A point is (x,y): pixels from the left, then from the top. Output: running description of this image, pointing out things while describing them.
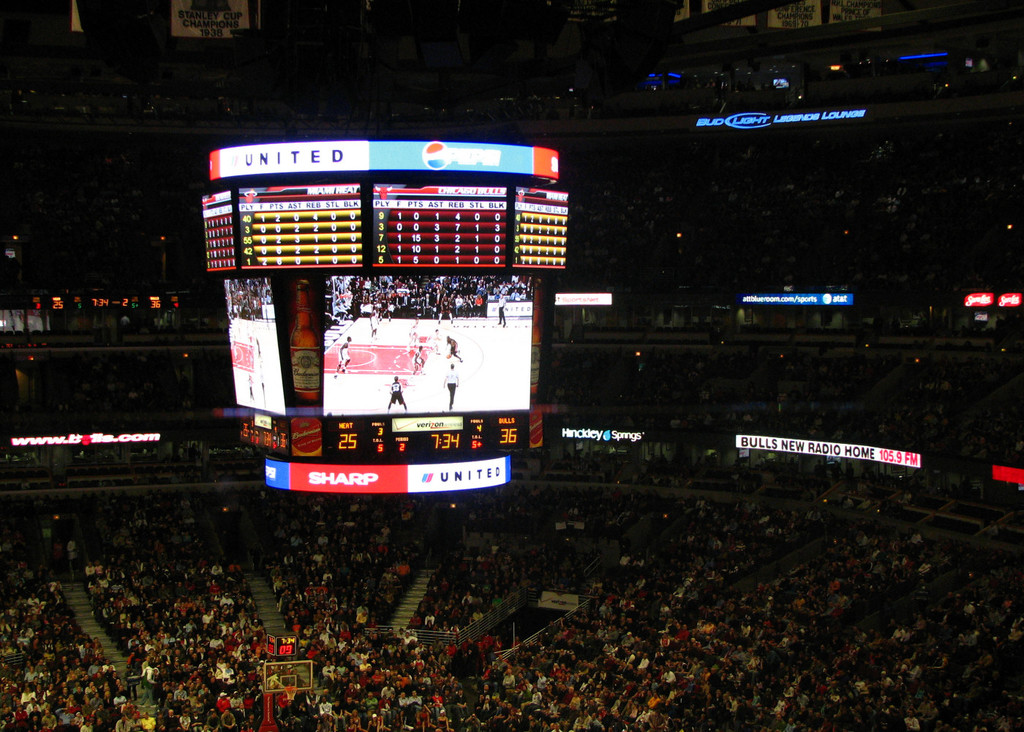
In this image inside a stadium (152,532) there are many people (631,520). In the middle (427,332) on the screen (383,321) we can see players (415,343) are playing basketball. On the top (361,211) we can see the score (298,211).
